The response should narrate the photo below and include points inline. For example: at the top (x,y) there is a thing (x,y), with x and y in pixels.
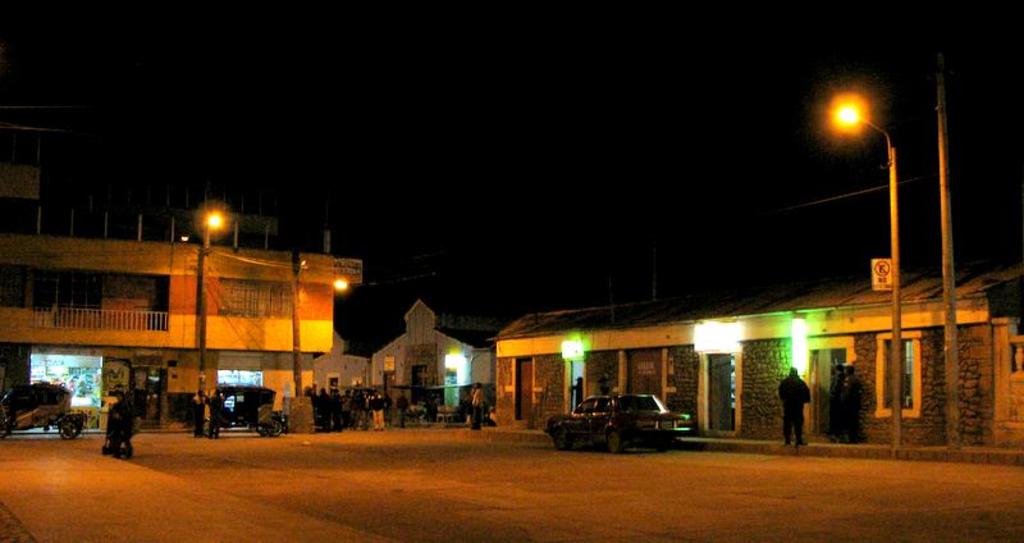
In this picture we can see group of people (216,416) and vehicles (615,415), and also we can see few poles (202,228), lights (210,217) and buildings (431,360).
